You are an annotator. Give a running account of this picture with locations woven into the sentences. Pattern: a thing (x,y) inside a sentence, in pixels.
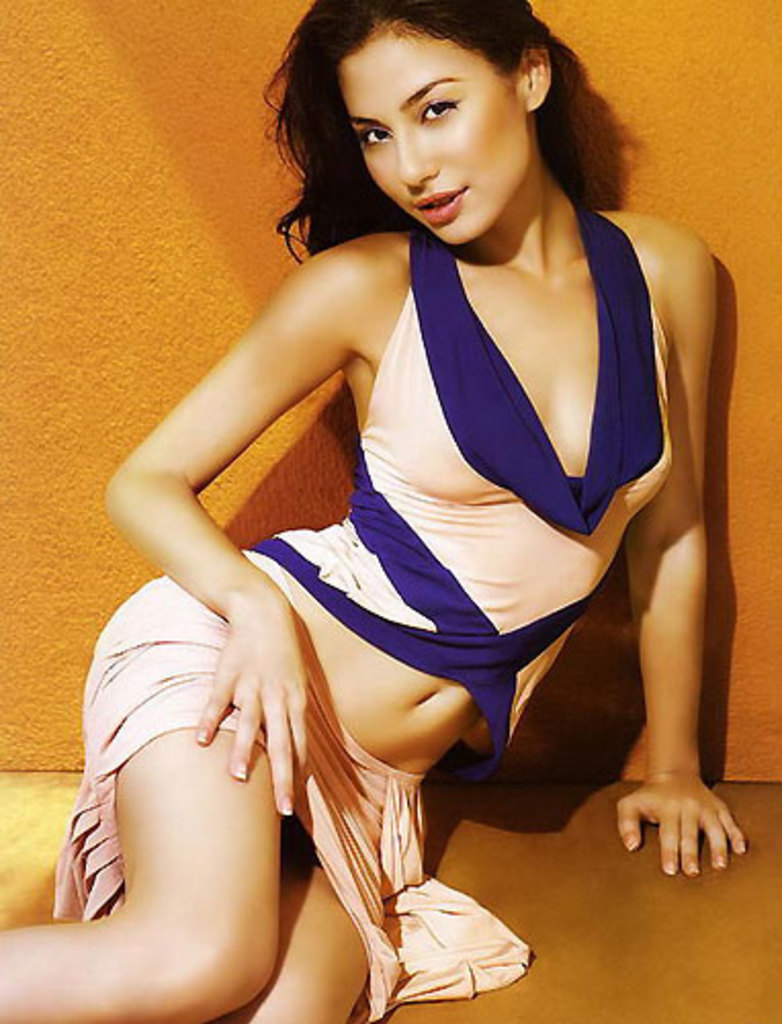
In this picture there is a woman (492,477) sitting. At the back (115,169) there is a wall (158,176). At the bottom (592,851) there is a floor (608,837).
